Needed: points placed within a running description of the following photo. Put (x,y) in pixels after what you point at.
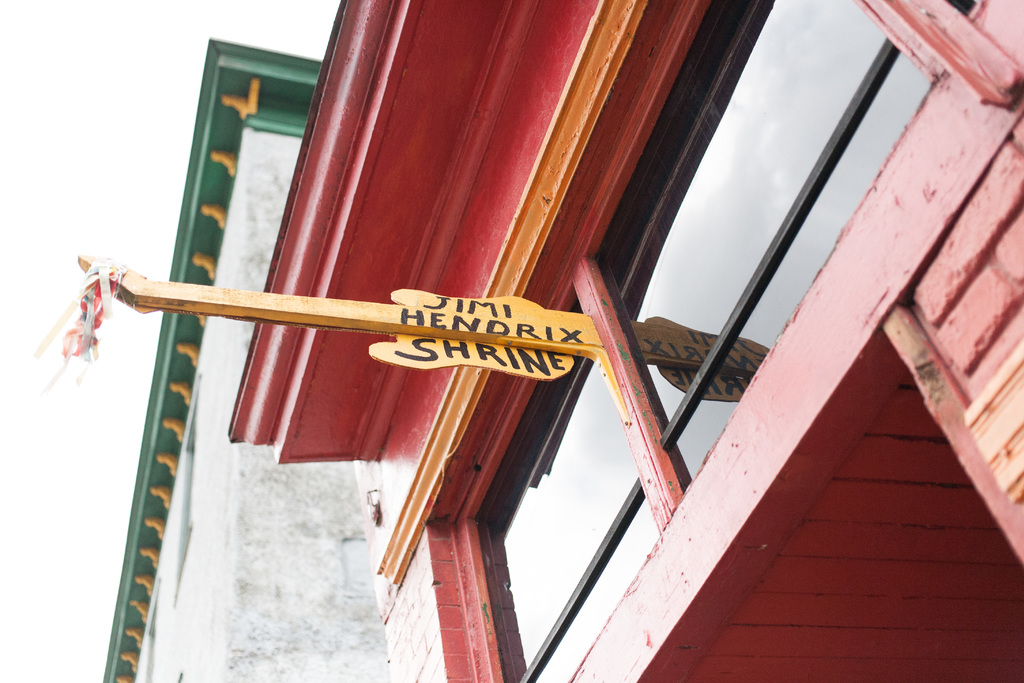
This picture seems to be clicked outside. In the center (441,344) we can see the text (528,324) on a wooden object (409,319) which is attached to the window (613,330) and we can see the metal rods (578,602) and the building (278,374) and some other objects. The background of the image (39,49) is white in color.
